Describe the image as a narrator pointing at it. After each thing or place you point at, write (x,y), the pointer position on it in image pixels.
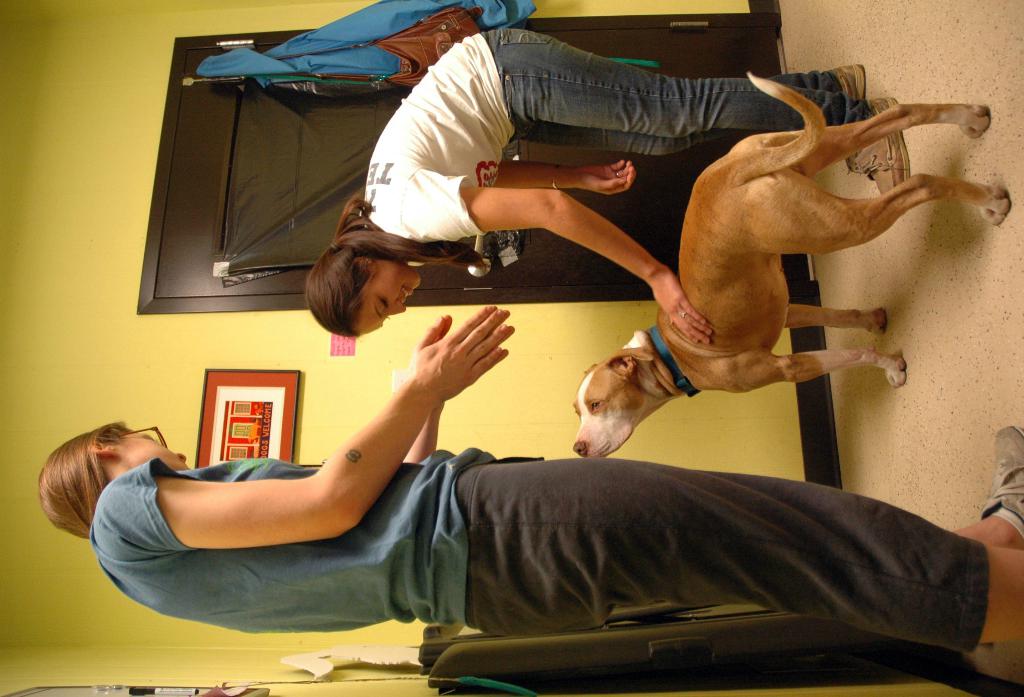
There are two ladies (536,193). Near to them there is a dog (683,342) wearing a collar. In the background (82,307) there is a wall (150,385) with a photo frame (217,403) and a door (234,242). On the door (227,87) there is a blue color thing (276,61) and a bag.
